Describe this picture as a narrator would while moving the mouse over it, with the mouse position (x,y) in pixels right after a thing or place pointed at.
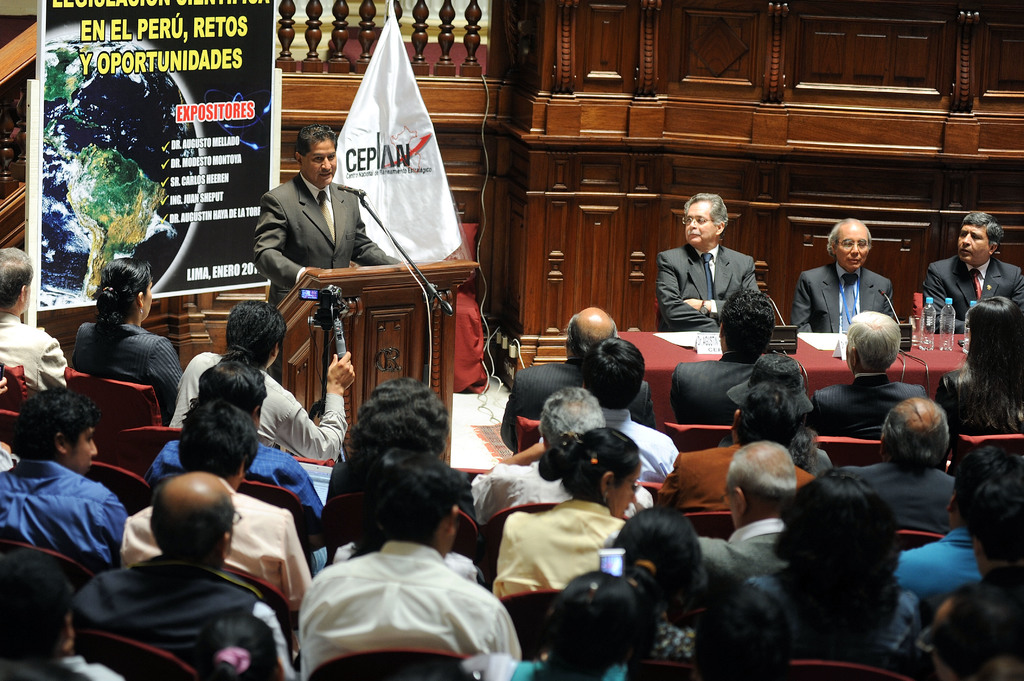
Group of people (601,455) sitting on chairs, this person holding a camera (330,306) and this man (313,230) standing, in front this man (322,188) we can see microphone (413,268) with stand (434,295) and podium (349,313). We can see bottles (929,313), microphones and objects (711,344) on the table (683,348). In the background (844,107) we can see banner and wooden wall (852,117).
